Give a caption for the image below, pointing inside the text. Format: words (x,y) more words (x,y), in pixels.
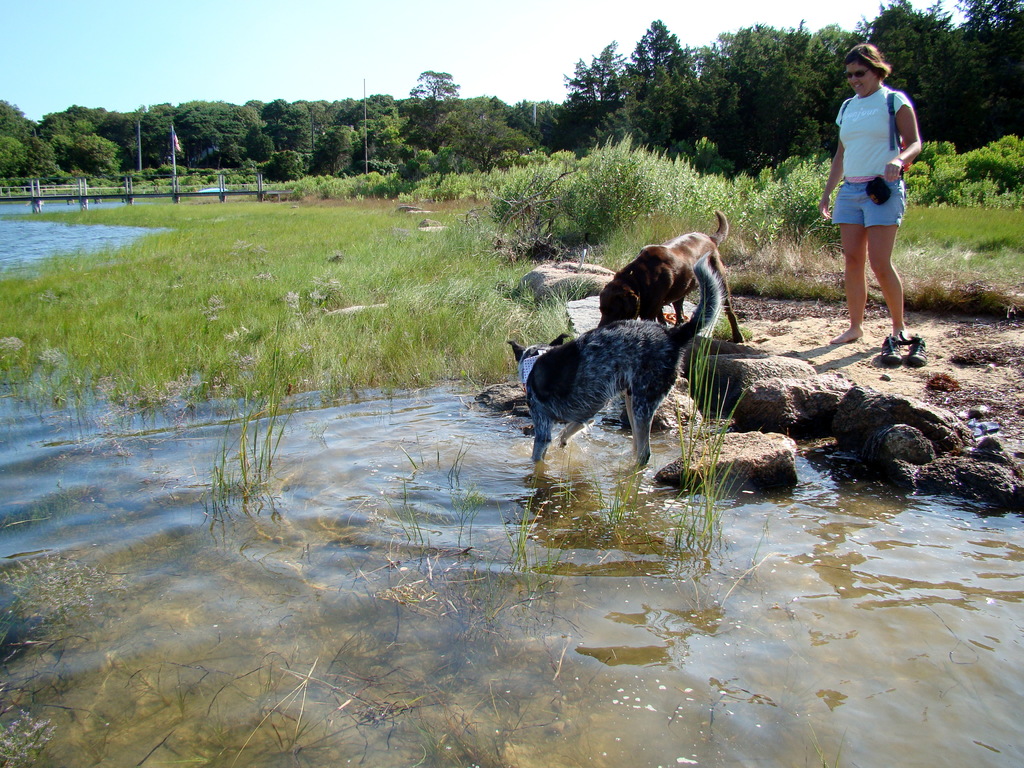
In this picture I can see a person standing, there are two dogs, there is water (939,582), there is a bridge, there is a flag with a pole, there are trees (11,167), and in the background (387,39) there is the sky (422,31).
